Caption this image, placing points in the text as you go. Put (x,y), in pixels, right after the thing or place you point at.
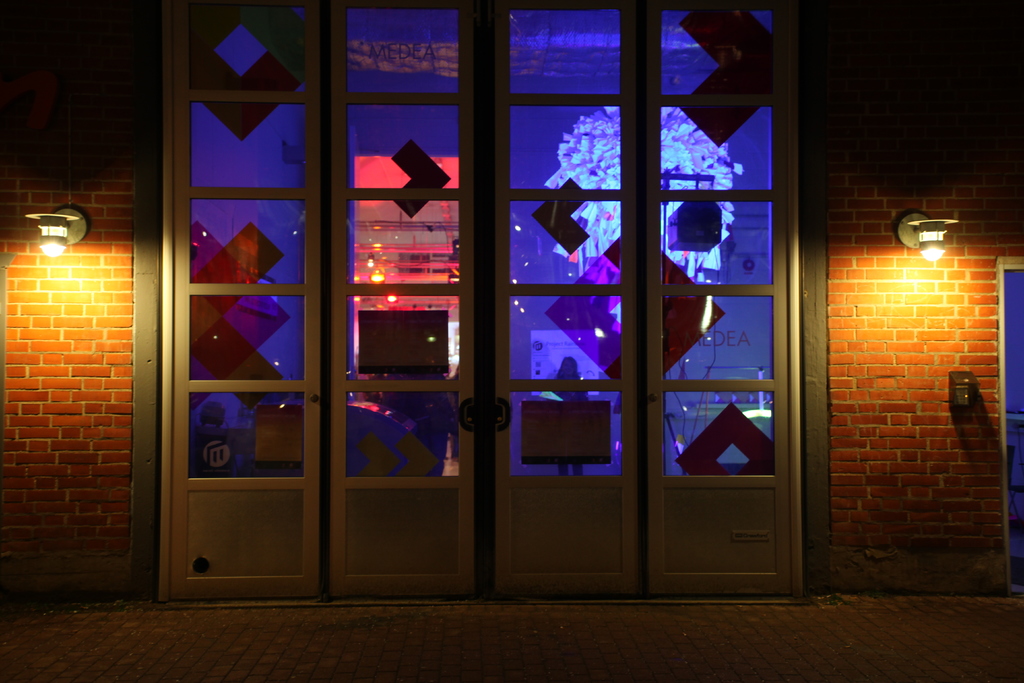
In this image we can see the glass doors (492,328). And we can see the lights (706,317). And we can see the brick wall (884,393).
